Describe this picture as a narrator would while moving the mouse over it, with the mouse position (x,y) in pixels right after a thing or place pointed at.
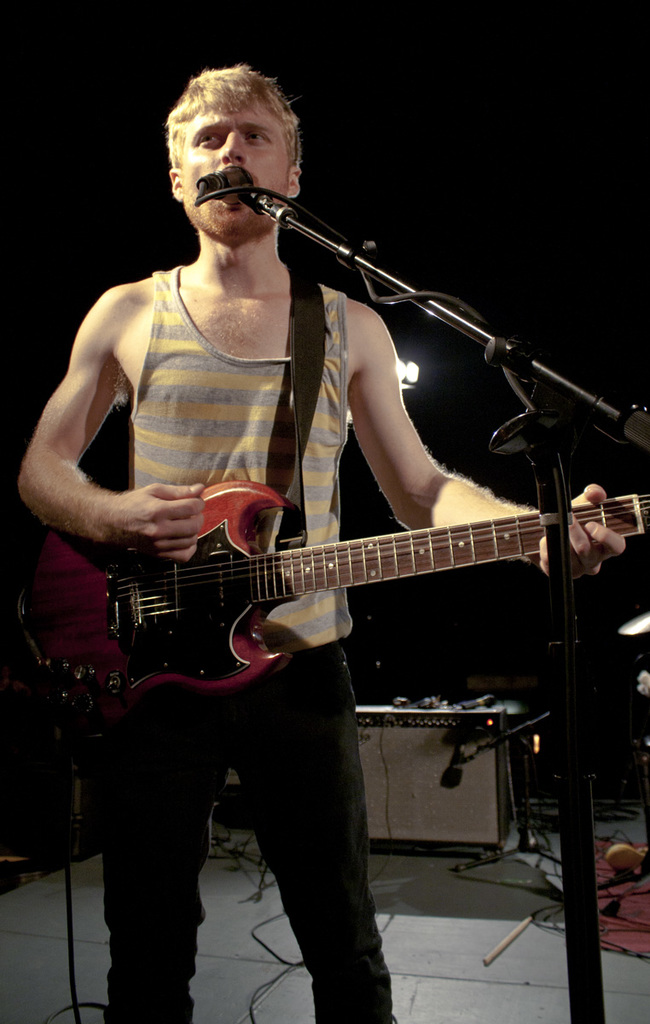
In this image in the center (225,382) there is one person (206,367) who is standing and he is holding a guitar (281,592) in front of him there is one mike (221,175) it seems that he is singing. On the background (484,746) there are some musical instruments (482,801).
